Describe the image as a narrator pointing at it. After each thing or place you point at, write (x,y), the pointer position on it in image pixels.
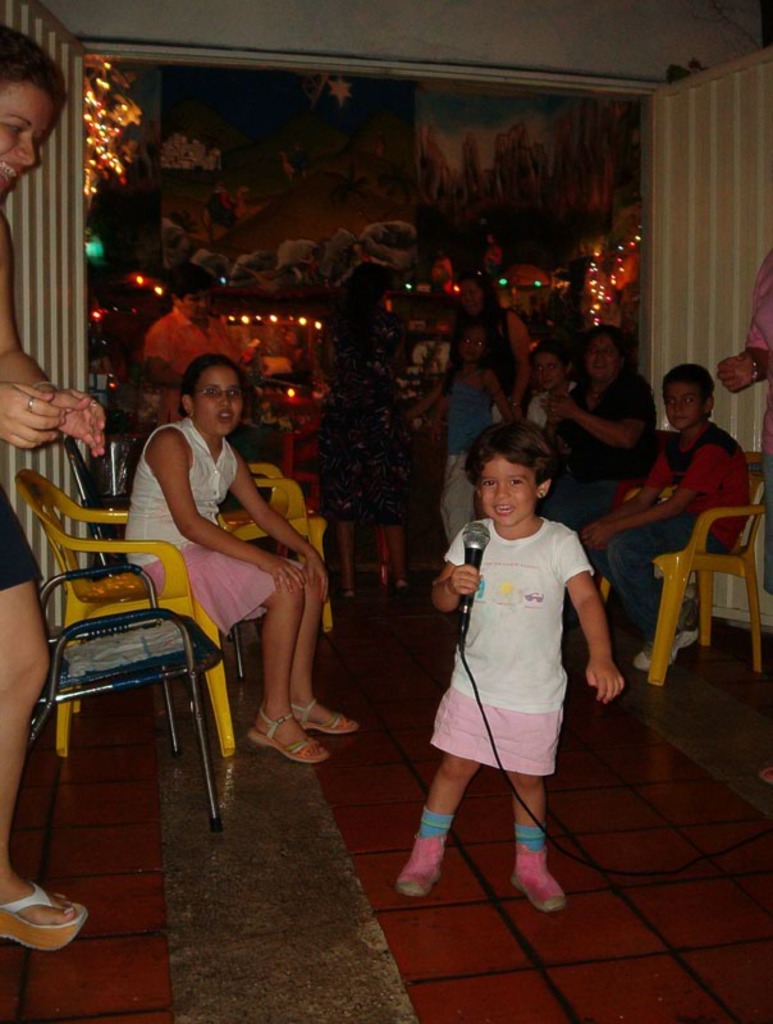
This image is clicked in a room (580,676). There are so many chairs (700,538) and people (593,482) are sitting in the chairs (627,490). There is a kid (514,518) in the middle (461,553), she is holding Mike (483,538). There is a person (21,704) on the left side (16,612). There are lights (137,112) on the top (114,129).
